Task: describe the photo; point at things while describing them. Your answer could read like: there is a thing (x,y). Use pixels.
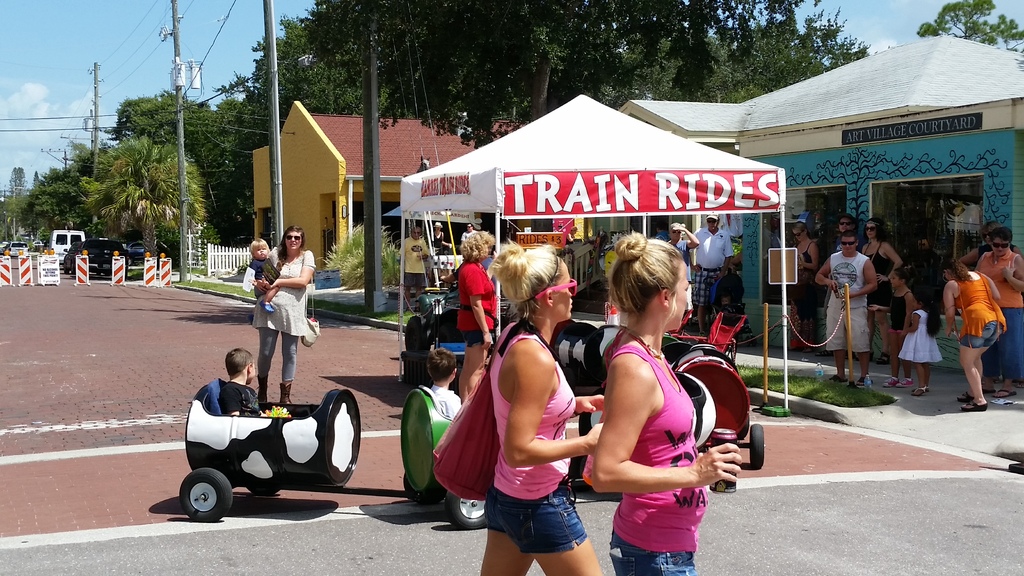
In this image, we can see some persons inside the tent (531,170). There are shelters (715,117) beside some trees (221,161). There are poles (184,161) and sky (100,42) in the top left of the image (122,29). There are some persons (955,290) on the right side of the image (967,285) standing and wearing clothes (992,333). There are two kid (441,396) sitting in the vehicle (259,433).
